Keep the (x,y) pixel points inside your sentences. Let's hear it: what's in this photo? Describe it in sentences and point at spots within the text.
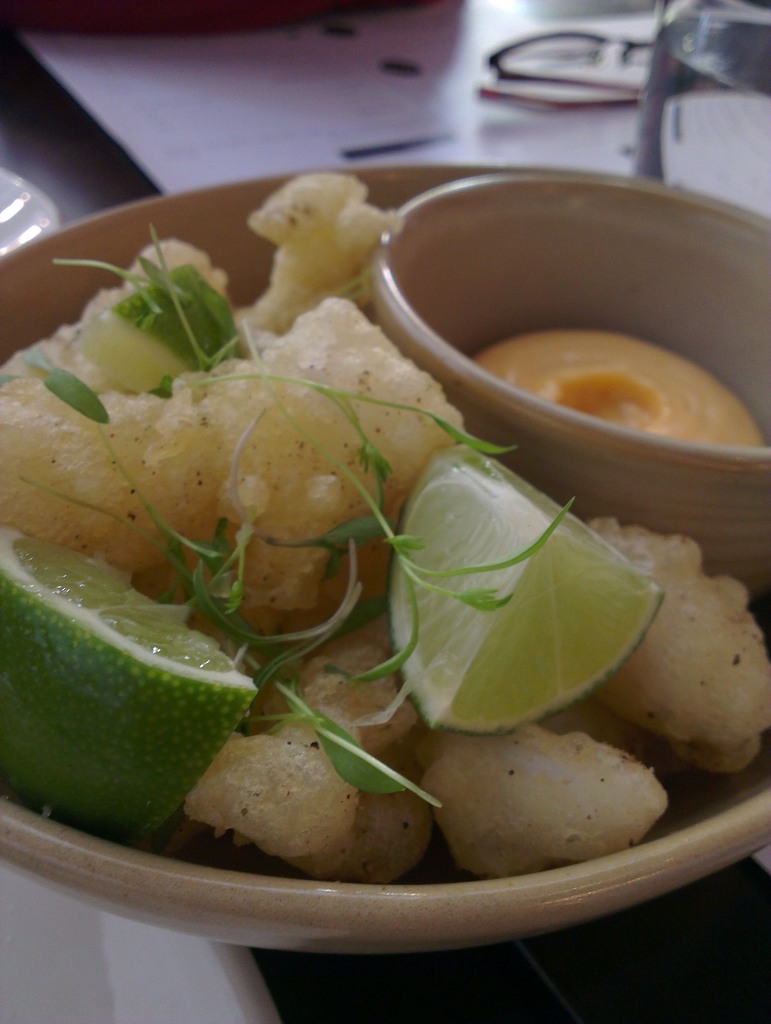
This is a bowl (378,809) with two slices (99,708) of lime (225,656), chopped leafy vegetable (307,645) and some other food item (318,285). Here is another small bowl (629,462), which contains sauce (587,375). This bowl (310,906) is placed on the table (210,132) in the background (467,98).
